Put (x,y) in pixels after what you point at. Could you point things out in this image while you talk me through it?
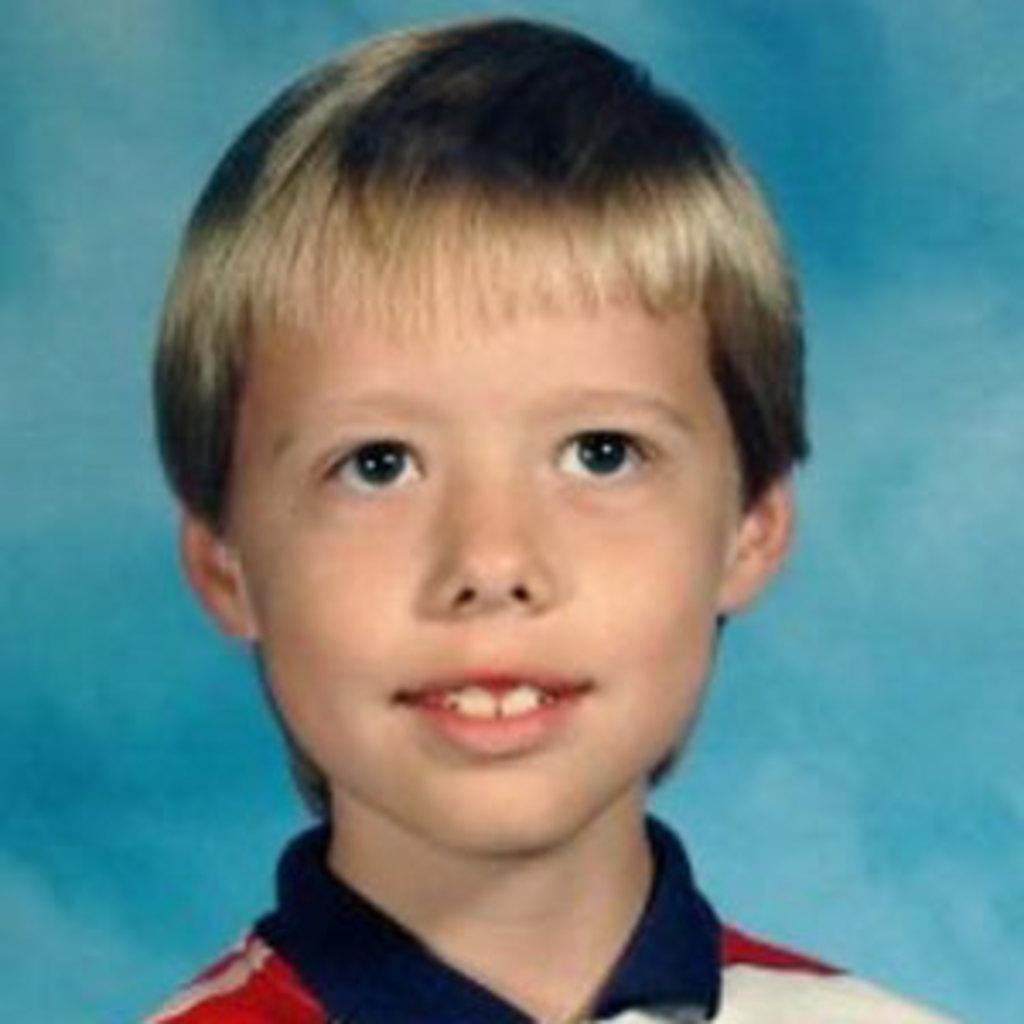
In this picture we can see a boy (294,579) smiling and in the background (848,288) we can see blue color.
